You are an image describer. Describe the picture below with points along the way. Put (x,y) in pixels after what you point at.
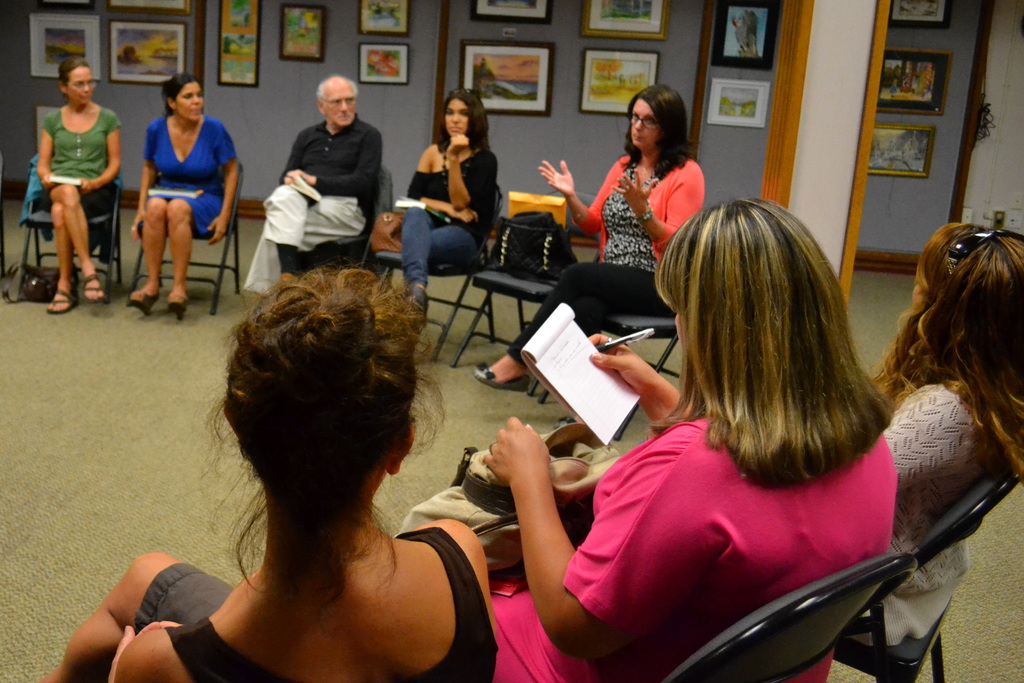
In this image we can see people (421,296) sitting on chairs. At the bottom of the image (51,643) there is carpet (56,613). In the background of the image (227,31) there is wall (414,74) with photo frames (550,80).
